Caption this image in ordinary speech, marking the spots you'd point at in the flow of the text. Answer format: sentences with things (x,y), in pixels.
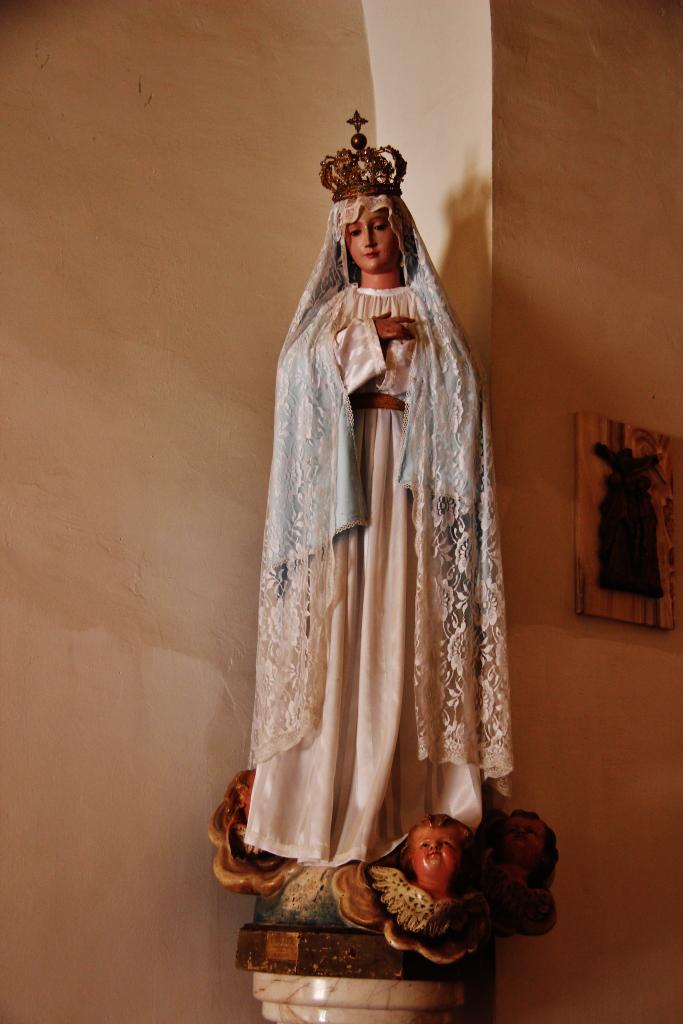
In the foreground of this image (411,537), there is a statue (387,670) and in the background (659,472), there is a frame (621,476) like an object (583,432) on the wall (566,242).
